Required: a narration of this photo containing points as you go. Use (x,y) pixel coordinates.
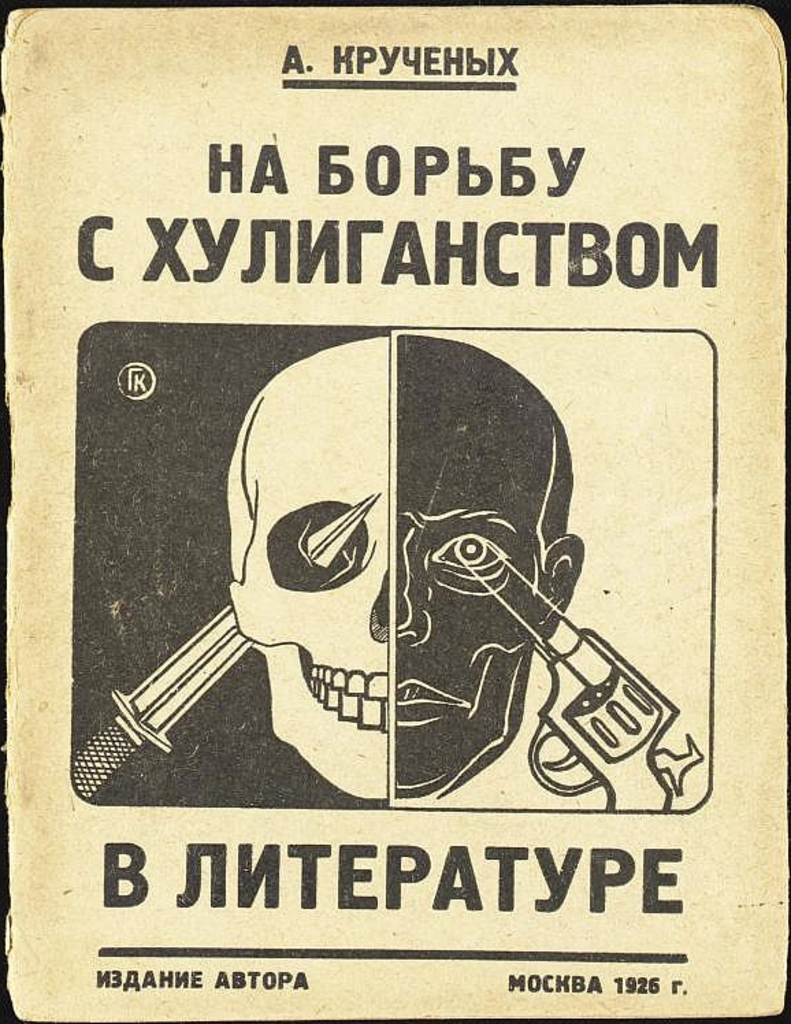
In this picture there is a white color poster paper (71,967). In the front (313,657) there is a skull (378,670) printed with small quote (202,266) on the top (213,273).
